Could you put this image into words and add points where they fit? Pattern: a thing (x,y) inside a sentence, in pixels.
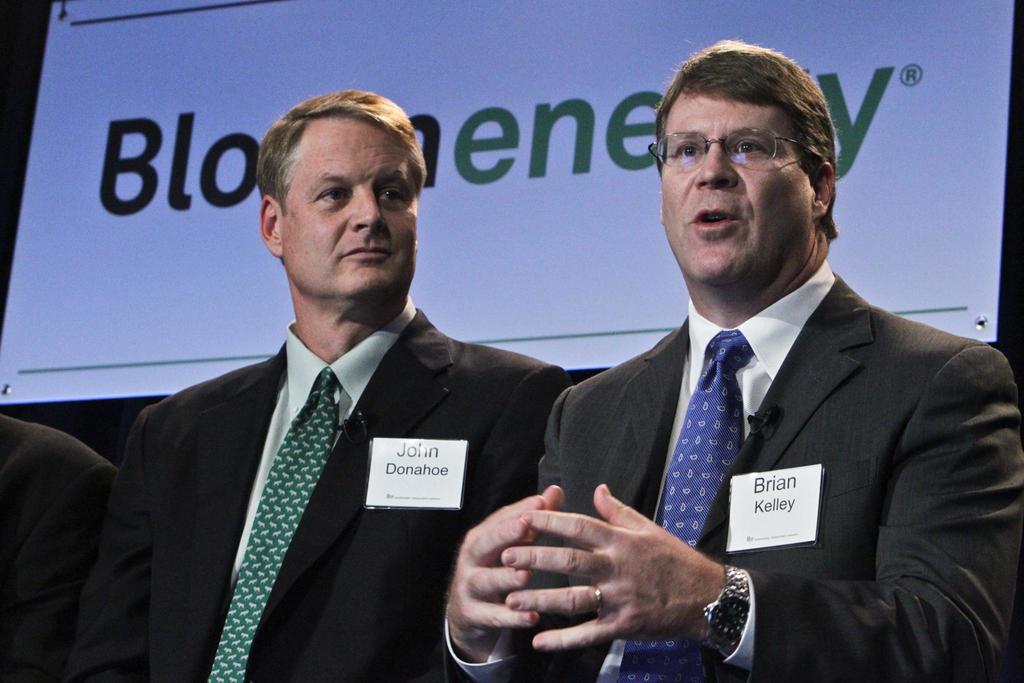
In this image, we can see two men (634,421) standing and they are wearing coats (870,459) and ties (300,441). In the background (15,391), we can see a white poster (843,87).
